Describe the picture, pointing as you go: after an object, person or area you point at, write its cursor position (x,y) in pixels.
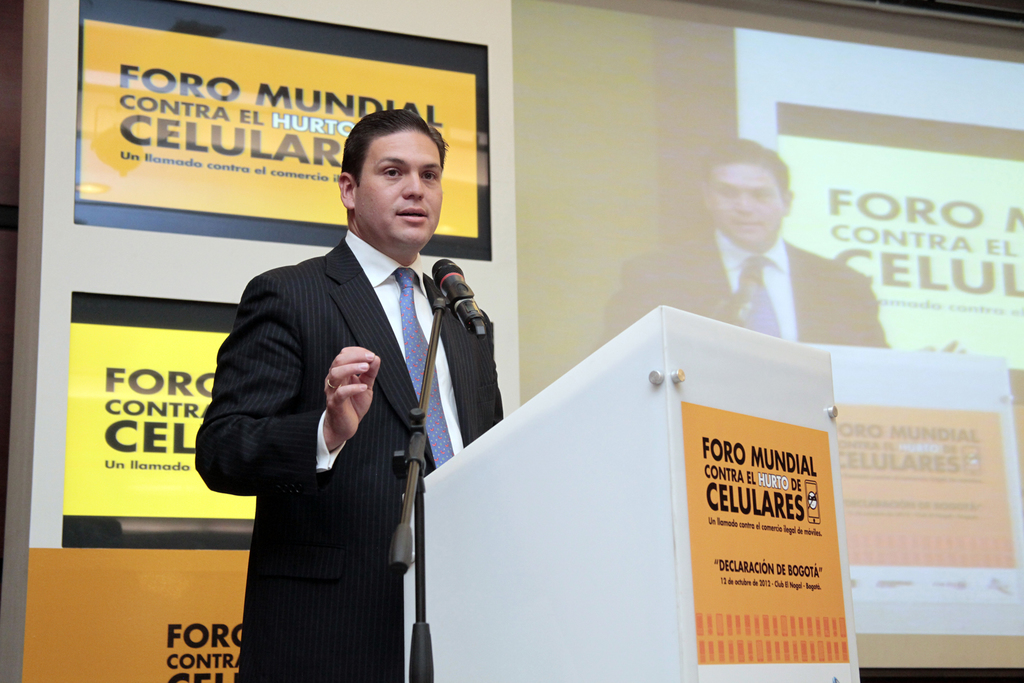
In this image, there is a person (366,287) wearing clothes (323,331) and standing in front of the podium (536,407) which is beside the mic (421,503). There is a screen (783,288) on the right side of the image (875,321).
